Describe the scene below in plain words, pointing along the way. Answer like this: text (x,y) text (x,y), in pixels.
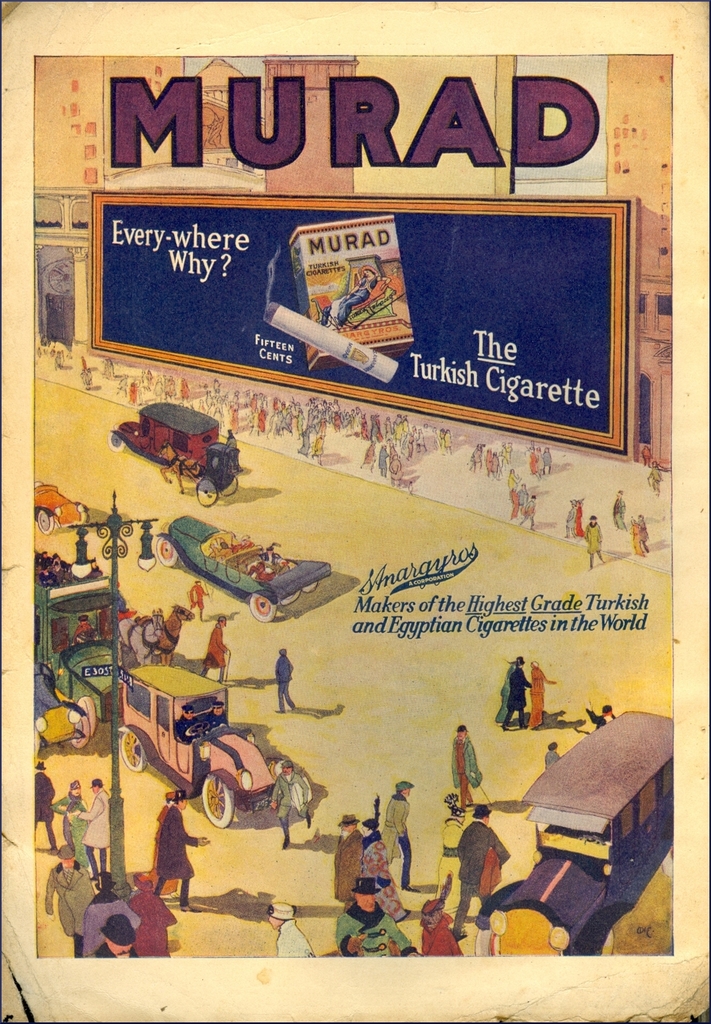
This is a poster (96,440) where we can see vehicles (566,845), people (154,873) and text (360,123).
